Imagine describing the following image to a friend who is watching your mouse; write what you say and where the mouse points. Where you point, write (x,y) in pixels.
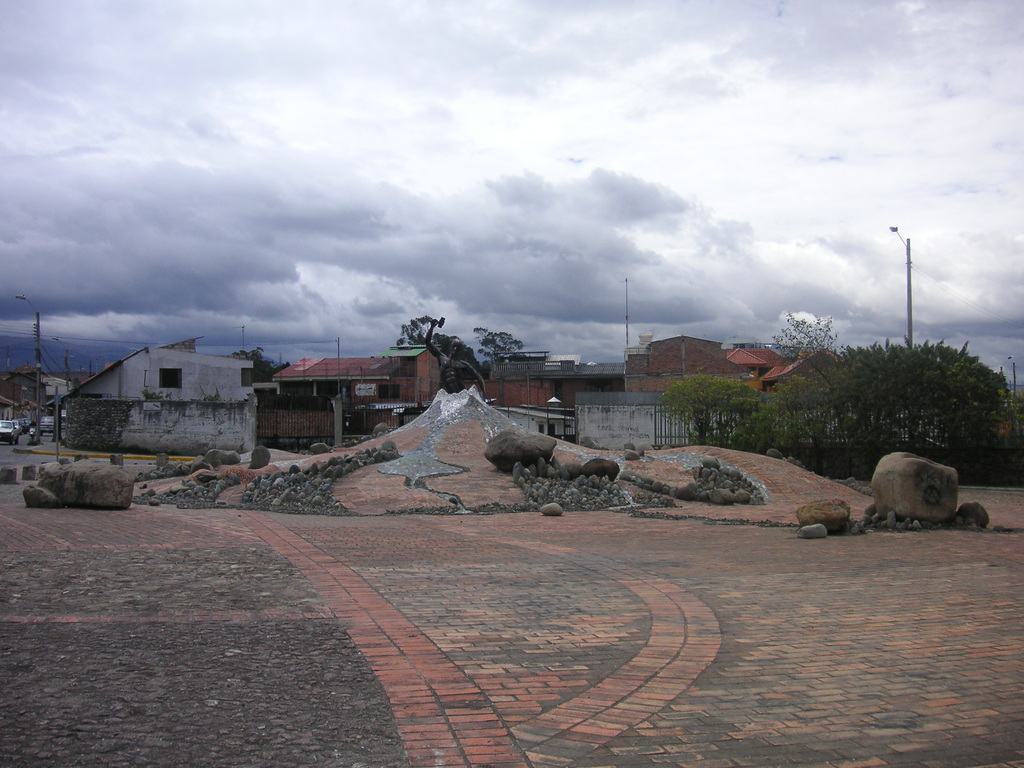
In the image we can see there are many houses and stones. Here we can see footpath (575,575), trees (862,415), poles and a cloudy sky (797,309).
